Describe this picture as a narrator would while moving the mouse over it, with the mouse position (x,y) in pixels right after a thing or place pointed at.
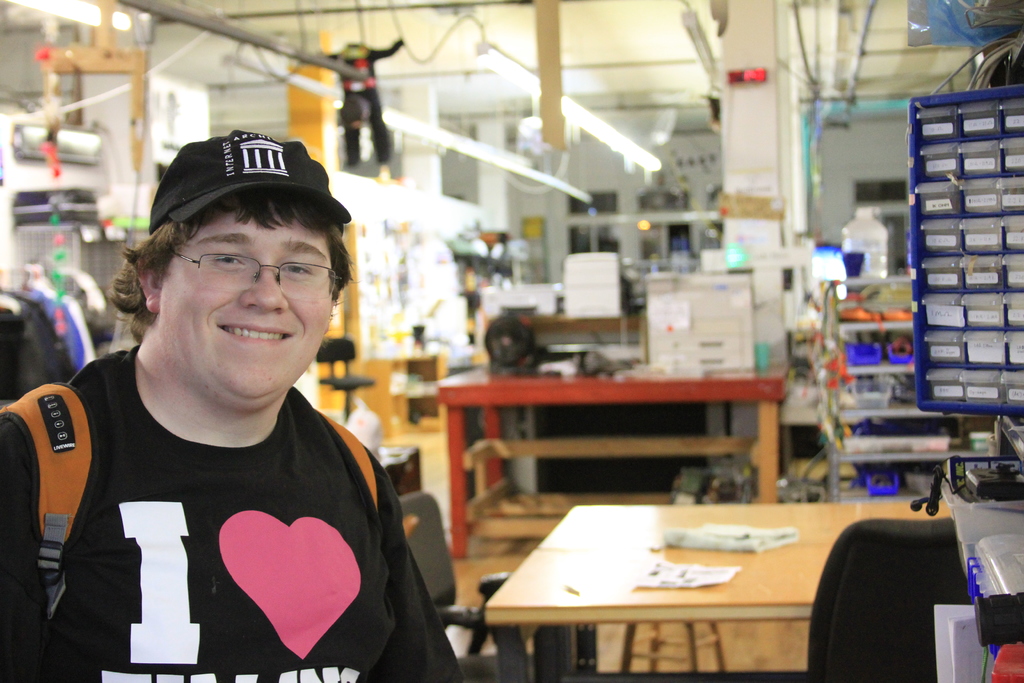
Here we can see a man (232,246) standing and smiling, and at back (660,530) here is the table (662,517) and papers (657,580) on it, and here are some objects (883,392).
